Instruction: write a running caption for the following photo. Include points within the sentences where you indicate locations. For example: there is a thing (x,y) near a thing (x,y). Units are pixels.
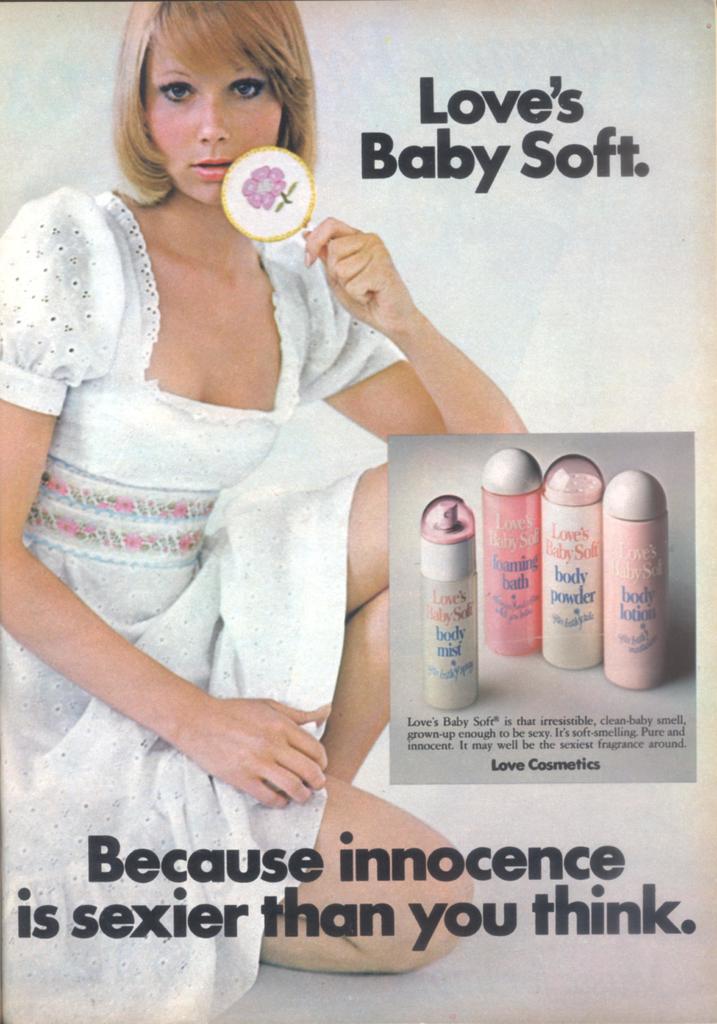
In this image there is an edited image in which there are some texts (496,851) written on the image and there is a woman (243,502) sitting.
